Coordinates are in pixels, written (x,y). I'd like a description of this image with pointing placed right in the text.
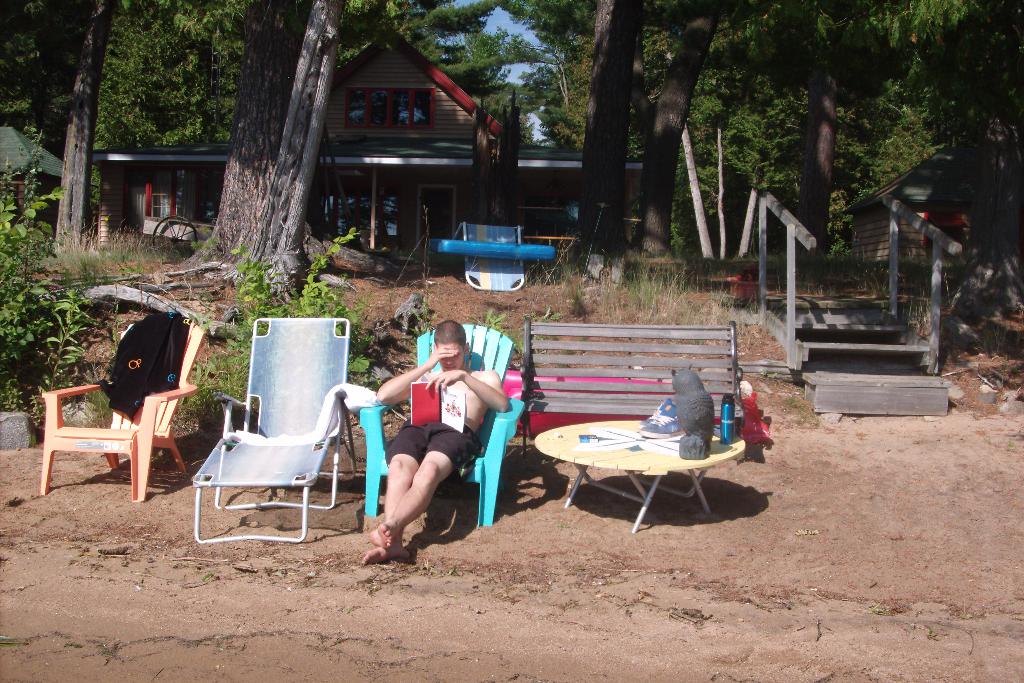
this is a beach side area (701,554). a person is sitting on a blue chair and reading a book (440,398). right to him there is a wooden bench (599,398). in front of that there is a round table (578,468) on which there are papers (609,440), shoes (670,418) and a blue bottle (729,417). left to him there are 2 more chairs (294,363). behind him there are trees (299,283). at the right (856,351) there are wooden stairs (842,316). at the back (424,101) there is a building (405,176).
